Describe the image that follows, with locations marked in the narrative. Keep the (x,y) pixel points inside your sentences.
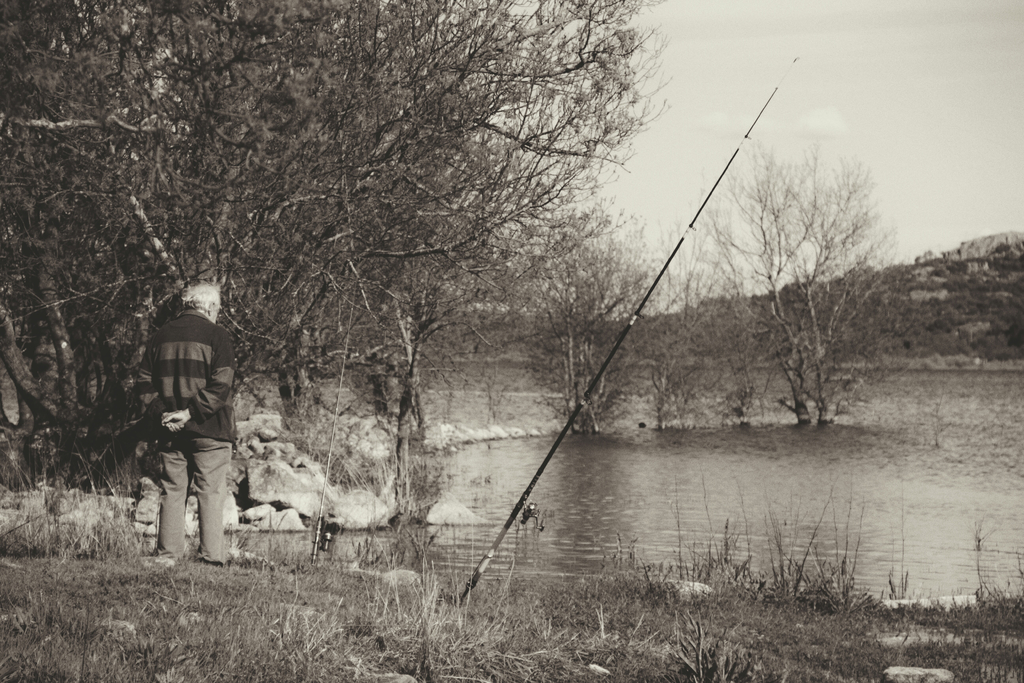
This is a black and white picture, there is an old man (199,412) standing on the grassland (276,628) and behind him there are trees (473,297), on the right side (914,305) there is a hill (904,297) in the background (923,293) and above its sky (809,105).
